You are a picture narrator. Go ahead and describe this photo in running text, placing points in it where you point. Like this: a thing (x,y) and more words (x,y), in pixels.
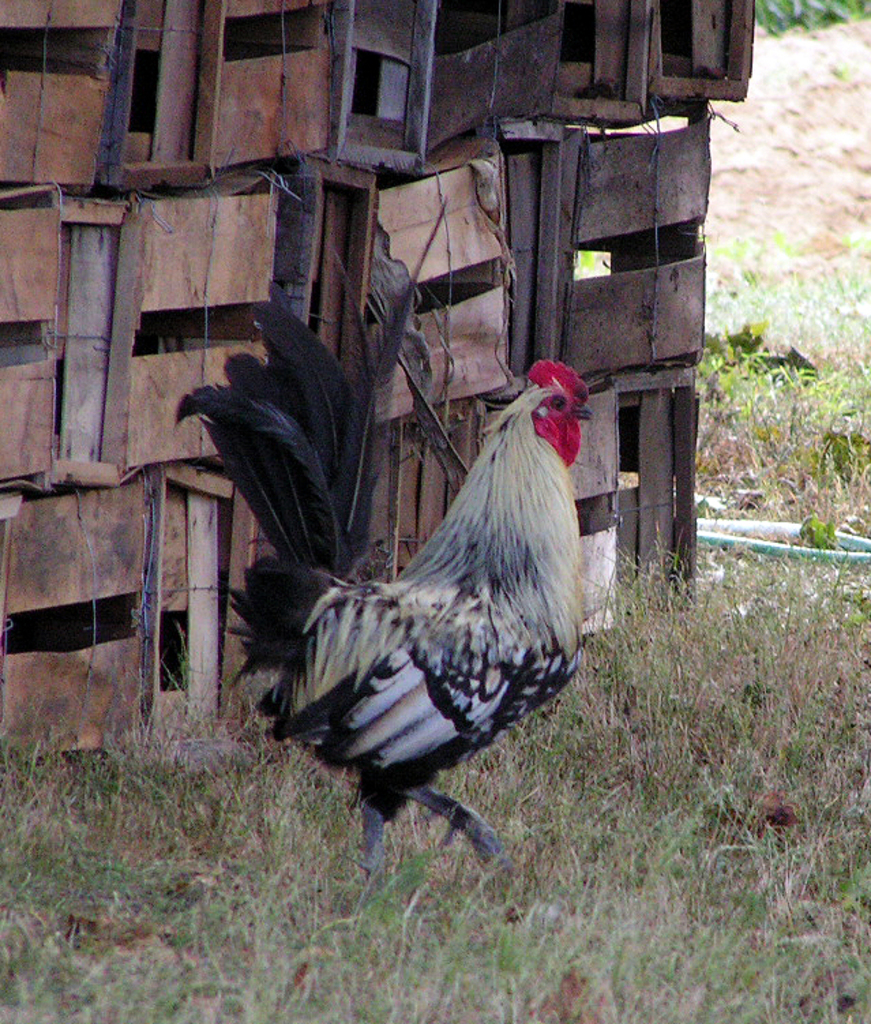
In this image in the center (566,673) there is one rooster (487,537), and in the background (394,464) there are some wooden sticks (356,118). And at the bottom (469,779) there is grass (566,827), and on the right side of the image (785,377) there is some grass (739,379) and plants (767,337) and some object (767,552).
